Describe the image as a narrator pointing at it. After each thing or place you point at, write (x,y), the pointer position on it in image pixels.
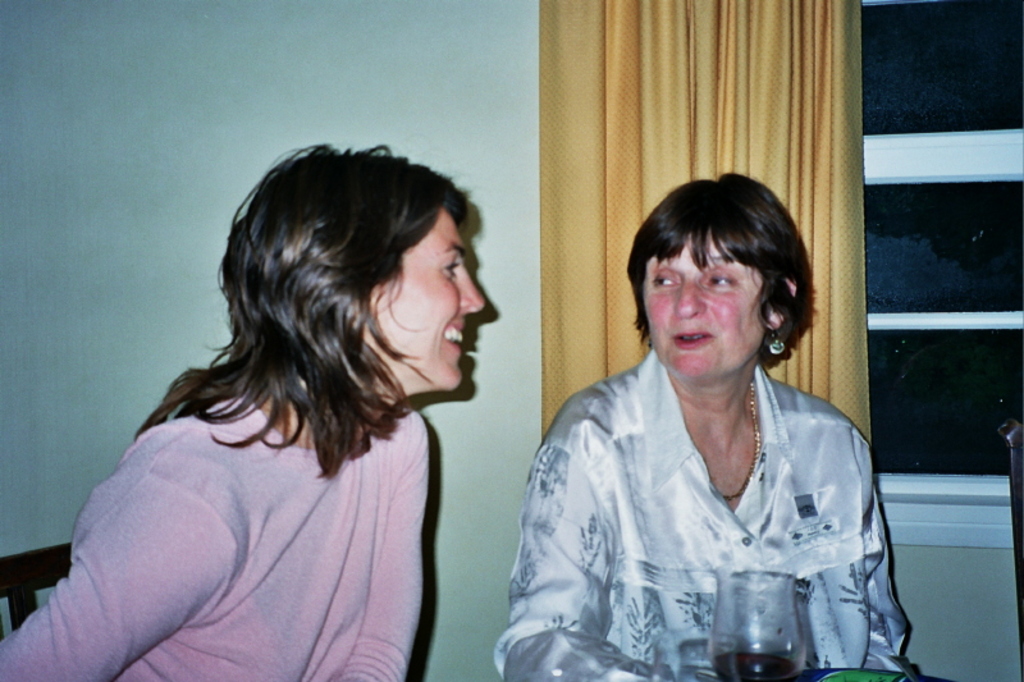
There are women (335,364) and a glass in the foreground area of the image (709,544), there is a window (900,114) and curtain (709,138) in the background (548,124).
